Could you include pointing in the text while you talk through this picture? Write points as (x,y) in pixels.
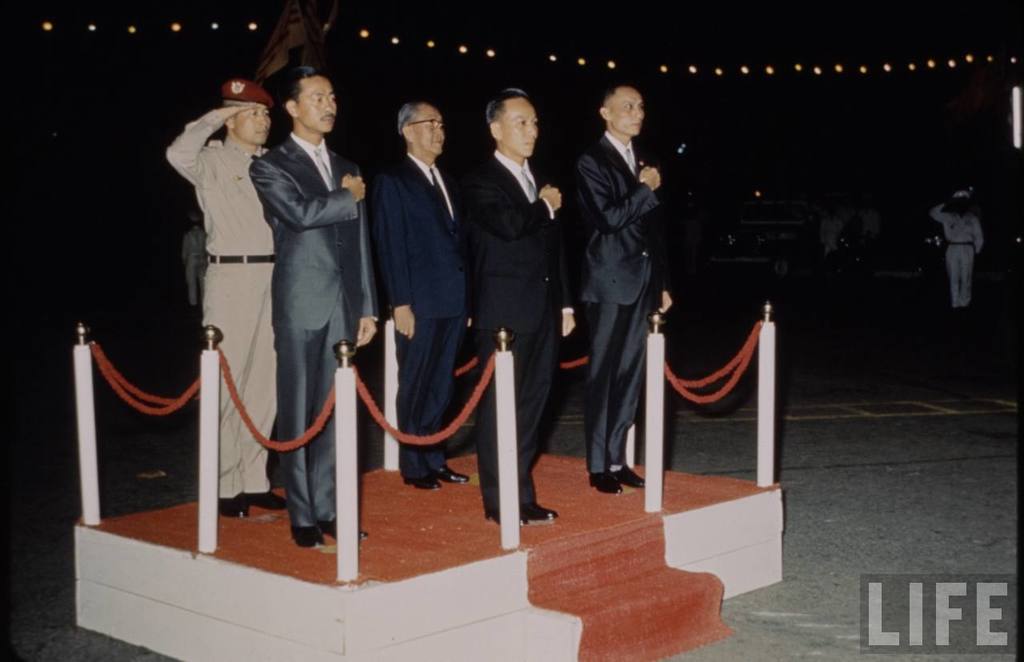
In this picture we can see five men (538,205) are standing, four of them wore suits (500,228), on the right side (968,228) we can see another person (968,242) is standing, there are some lights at the top of the picture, we can see a dark background (827,118), at the right bottom (920,616) there is some text (954,588).
